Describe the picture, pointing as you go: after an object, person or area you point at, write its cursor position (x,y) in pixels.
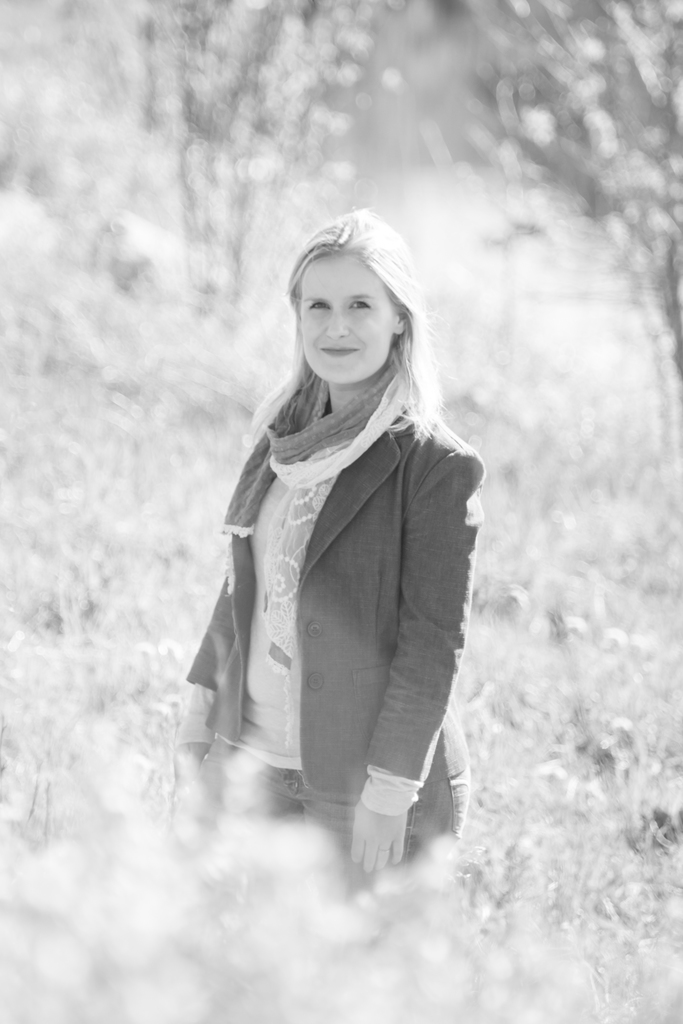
This is a black and white picture, in this image we can see a woman (292,468) standing on the ground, there are some plants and trees (263,130).
